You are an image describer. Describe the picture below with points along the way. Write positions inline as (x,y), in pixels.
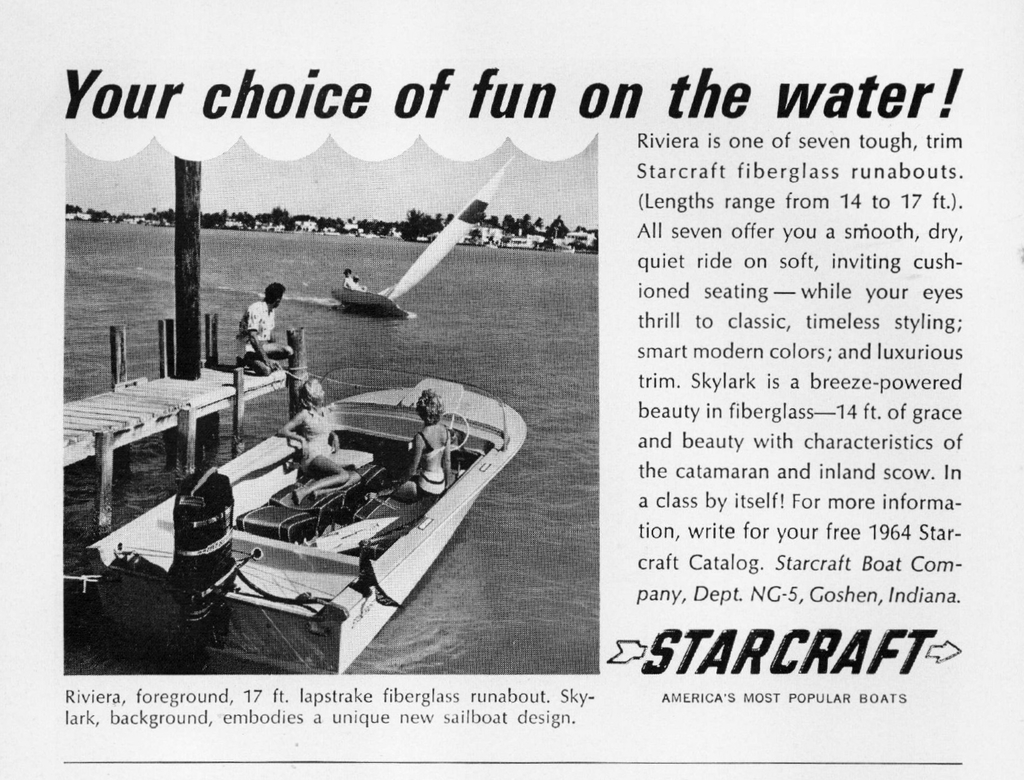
This is the black and white picture in which we can see an article (689,489) of some edited text (747,134) here on the right side of the image (914,607) and on the left side of the image (200,533) we can see a boat (180,517) in which two women (419,433) are sitting is floating on the water (534,473). Here we can see a person (260,348) on the bridge (140,396), we can see another sailboat (418,261), trees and buildings (571,236) in the background of the image (204,215).
